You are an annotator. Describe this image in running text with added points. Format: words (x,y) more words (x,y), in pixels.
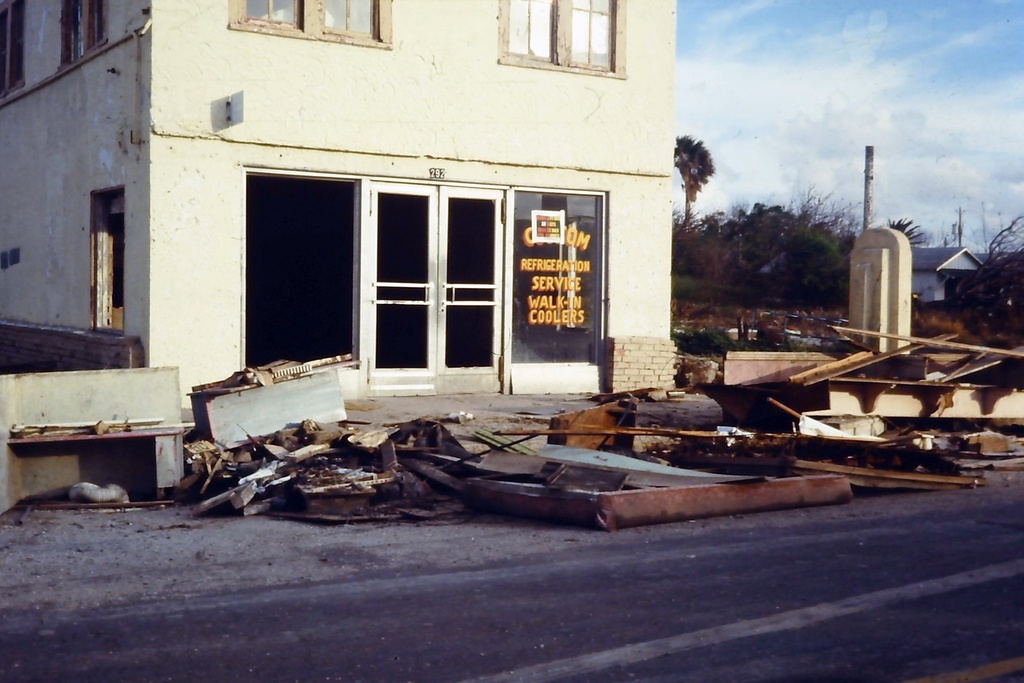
This image consists of a building (341,219) in white color. In the front (394,285), there are doors (394,285) and windows (316,242). At the bottom (626,456), we can see many rods (984,366) and blocks (313,409) on the road (479,566). On the right (935,275), we can see trees (990,274) and a house (950,298). At the top (846,57), there are clouds (879,109) in the sky (871,133).
